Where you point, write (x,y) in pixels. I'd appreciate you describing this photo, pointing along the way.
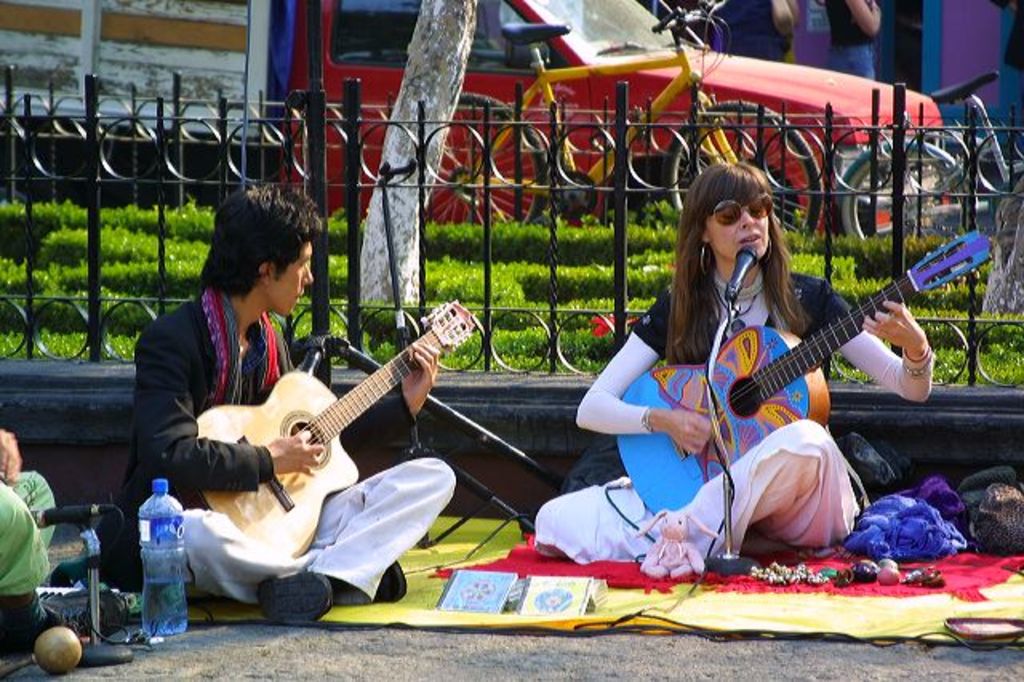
On right corner of this picture (782,473), we see woman (765,463) in white dress (754,481) is playing guitar (667,499) and she is singing song on microphone (747,263). She is wearing goggles (758,212). On left of the picture (161,391), we see men (165,434) in scarf (220,389) and black shirt (196,380) is playing guitar (440,311). They are sitting on the mat (780,556) and we see books (554,594) in front of them. Beside him, we see water bottle (169,568) and behind them we see iron railing (538,186), and a tree (411,96) and shrubs (520,270) on the road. On background (371,56) we see van (296,46), bicycle (690,85) and people (835,55) walking on the road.
